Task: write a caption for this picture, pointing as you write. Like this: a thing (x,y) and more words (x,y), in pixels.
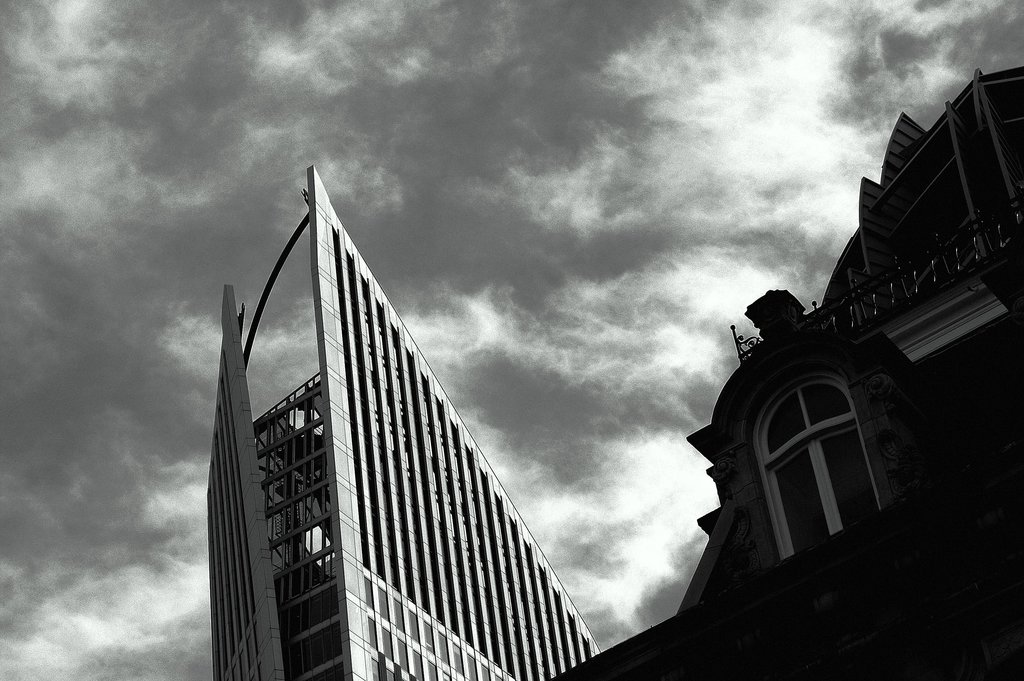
In this picture we can see a few buildings (795,557). Sky (624,561) is cloudy.
